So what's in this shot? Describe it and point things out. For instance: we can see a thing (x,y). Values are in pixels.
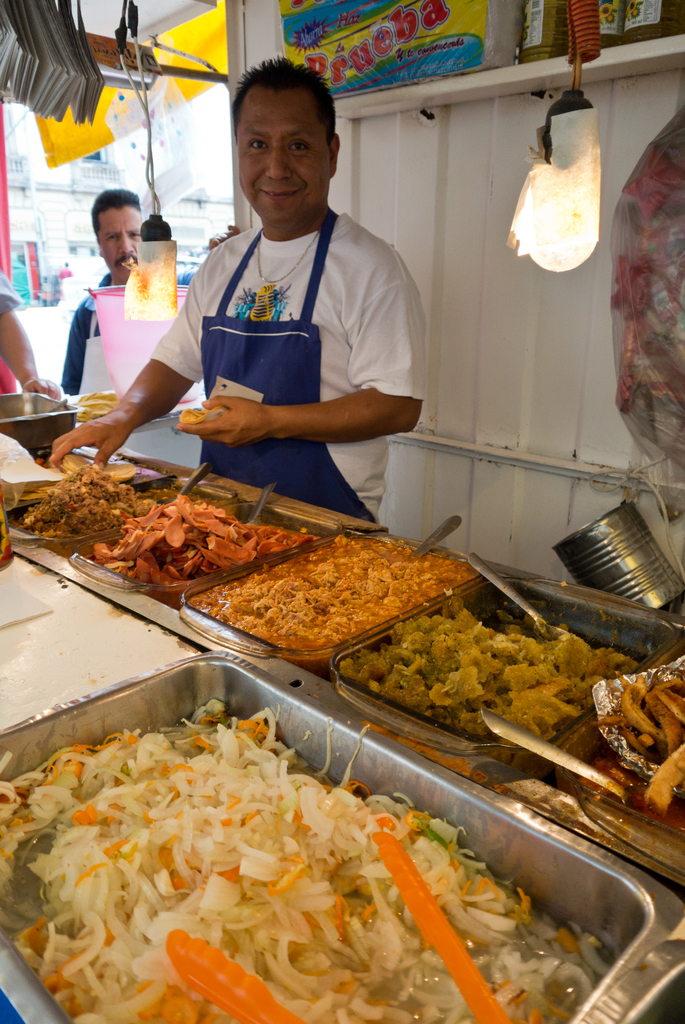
In this image, we can see a man (248,453) standing and there are some food items (666,808) in the containers (368,689), in the background (98,242) there are two person (10,318) standing.
